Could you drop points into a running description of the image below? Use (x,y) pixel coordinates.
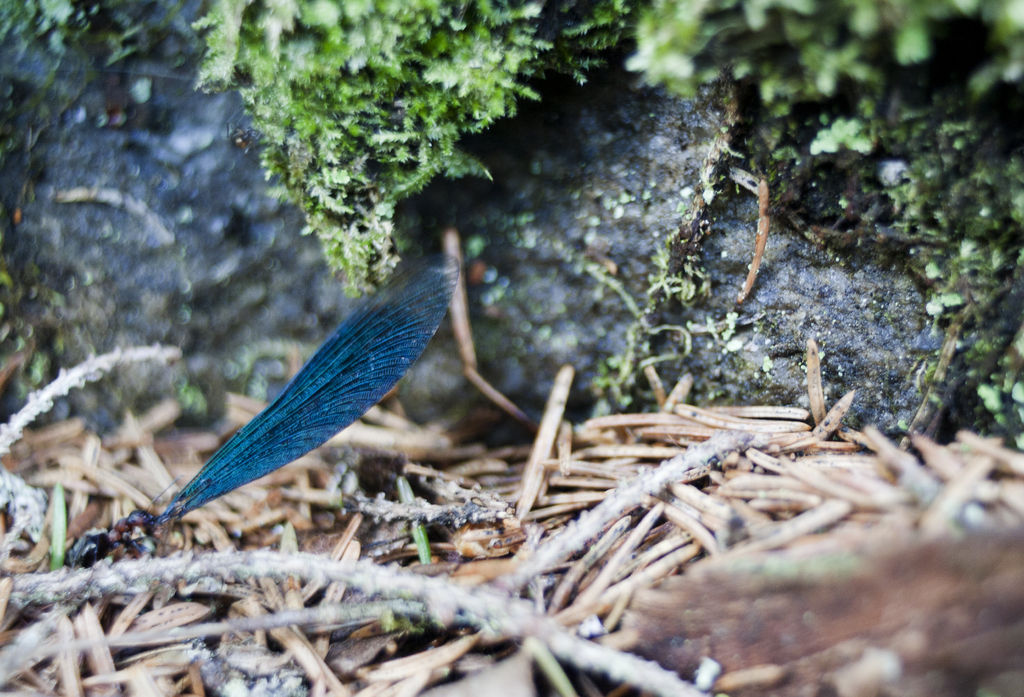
In this image we can see an insect (98,538) on a stem (109,574). In the back (238,214) there is rock (576,208) with moss (266,148). Also we can see few other things (558,594) on the ground (681,471).
